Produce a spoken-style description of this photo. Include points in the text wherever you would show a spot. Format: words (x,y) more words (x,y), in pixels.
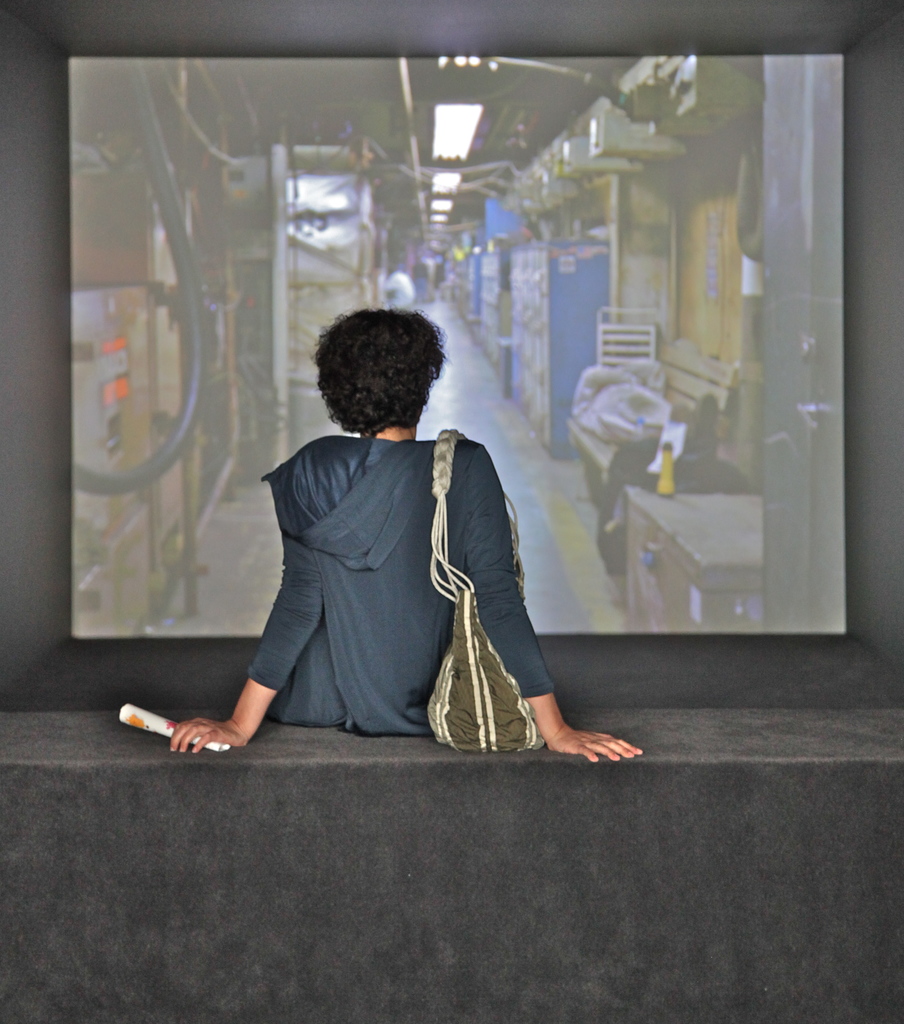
In this image we can see a person (369,611) sitting on a wall (399,796) wearing a handbag (453,714) and holding a paper (172,722) and in front of the person (400,544) there is a screen (543,281).
